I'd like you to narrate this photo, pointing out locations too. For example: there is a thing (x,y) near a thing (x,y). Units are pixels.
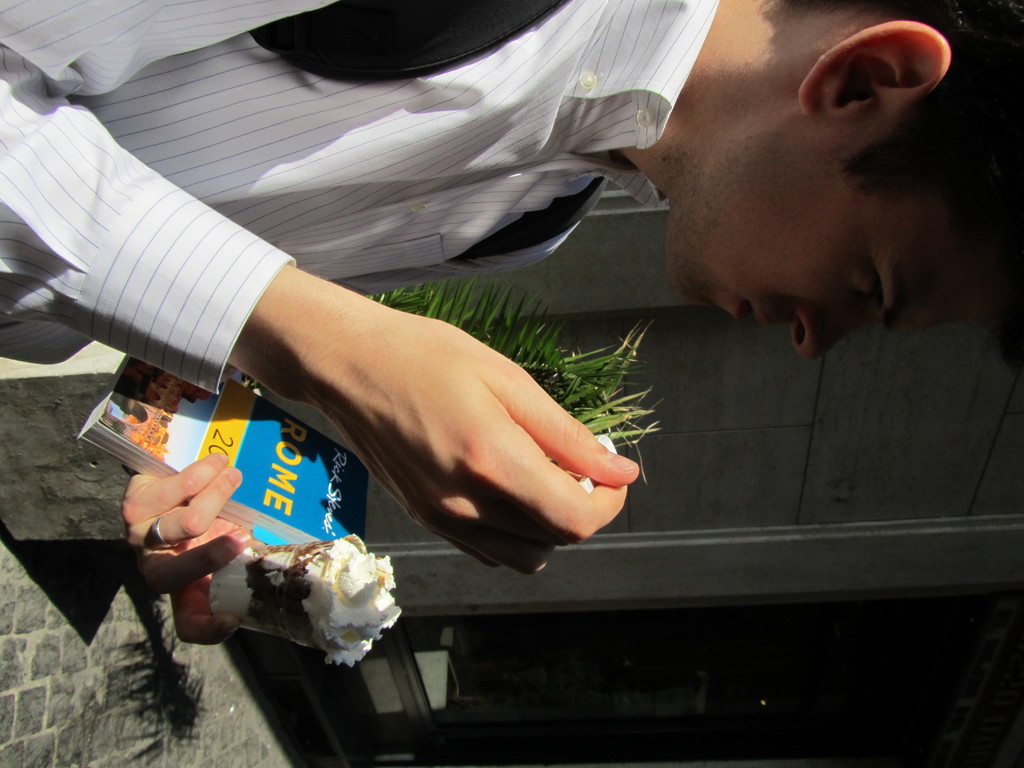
In this picture there is a person (250,146) carrying a bag (360,52) on his back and holding a book (305,489) and an edible (298,580) in one of his hand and a spoon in his another hand (567,486) and there is a plant (484,315) beside him.
